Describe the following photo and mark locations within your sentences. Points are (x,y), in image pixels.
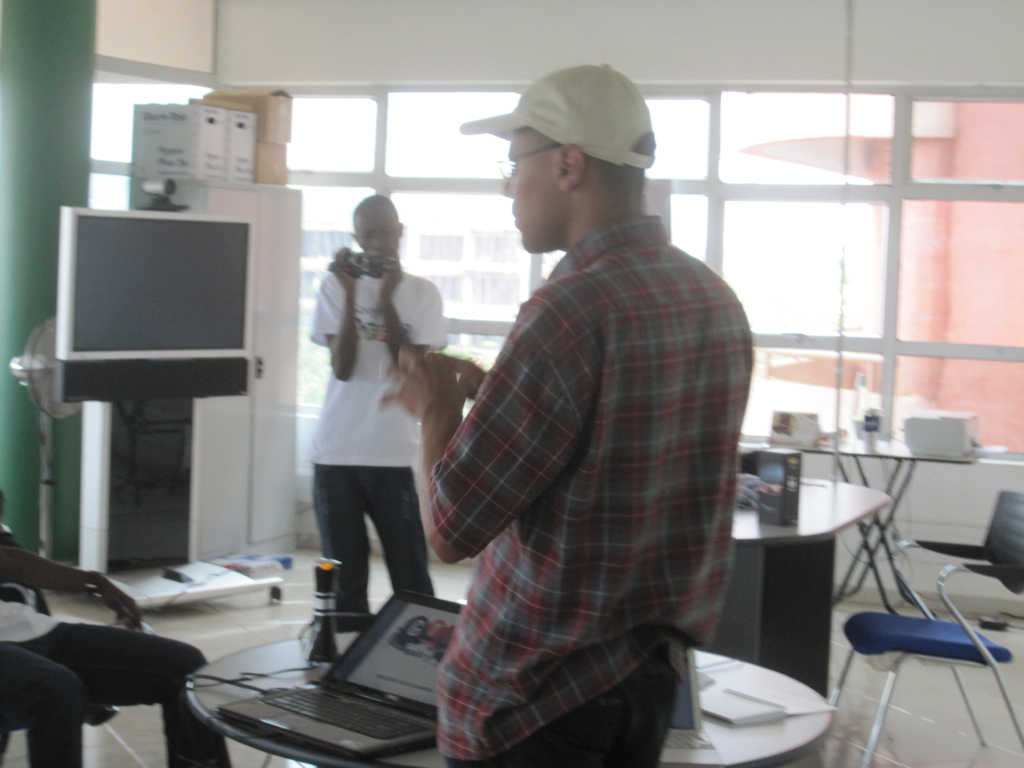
In the room (252,763), there are two men (432,483) standing, one person (551,500) is talking another person (330,456) is taking photo of him, there is also the person (84,664) he is sitting, there are three tables (295,651), on one table (274,751) there is a laptop (369,682) another table (738,534) there is a box (771,498), in the background (122,212) there is a television (114,301), a standing fan (40,359), a pillar (18,419) and some windows (301,276).
